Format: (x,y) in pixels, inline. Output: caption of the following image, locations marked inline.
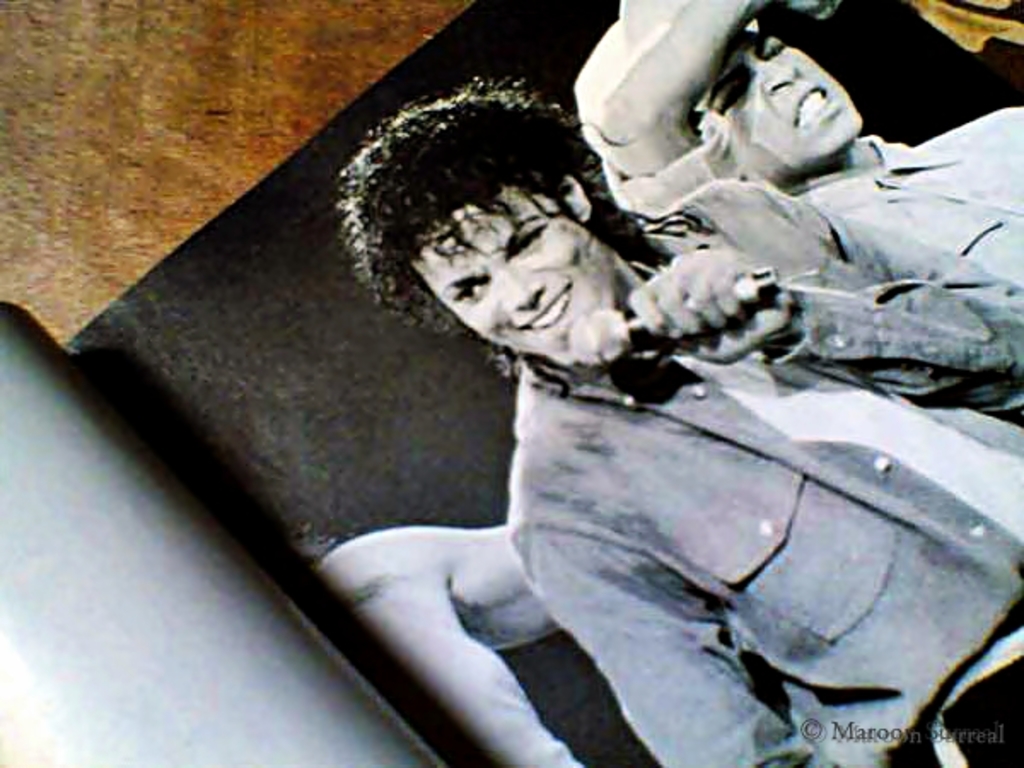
In the foreground of this image (338,469), there is a book (261,390) on the surface (195,119) and there are persons (816,394) in the book (726,415) and a man (690,363) is holding a mic (643,346).
